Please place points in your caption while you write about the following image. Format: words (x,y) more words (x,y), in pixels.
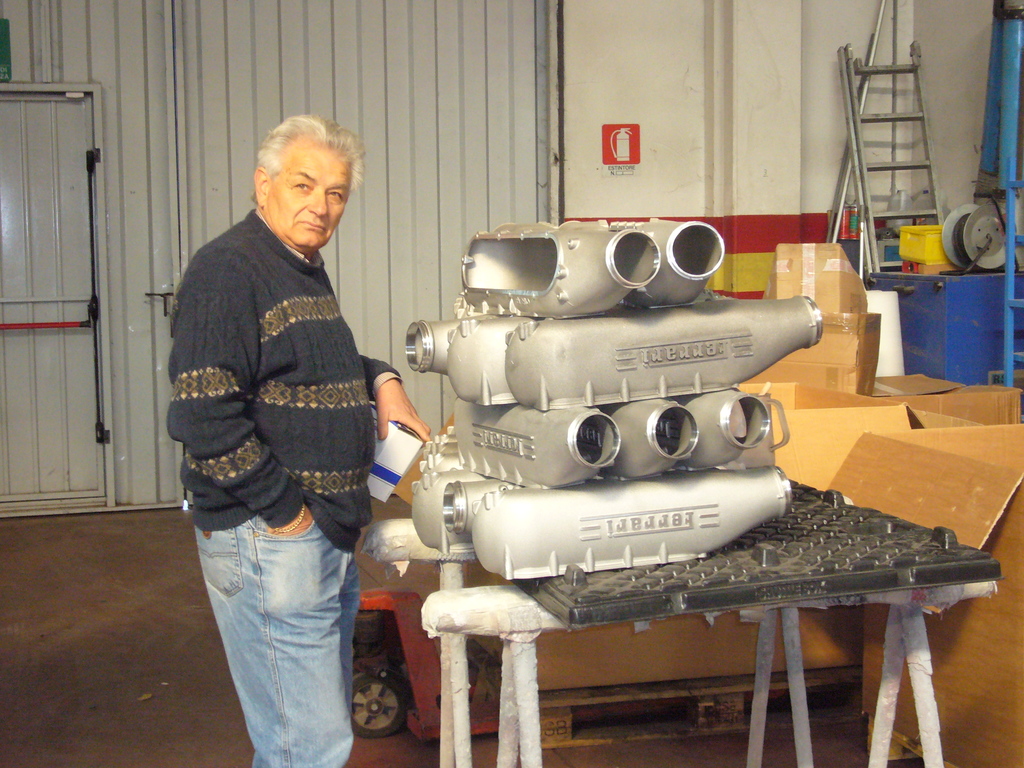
In this image we can see a person (350,424) standing and holding an object (376,490), in front of him we can see a table (520,604), on the table (480,610), we can see engine parts (708,339), there are some carton boxes (952,425) on the floor (87,578), we can see there is a ladder (867,115) and some other objects (930,240), in the background (359,88) it looks like the wall (393,101).
